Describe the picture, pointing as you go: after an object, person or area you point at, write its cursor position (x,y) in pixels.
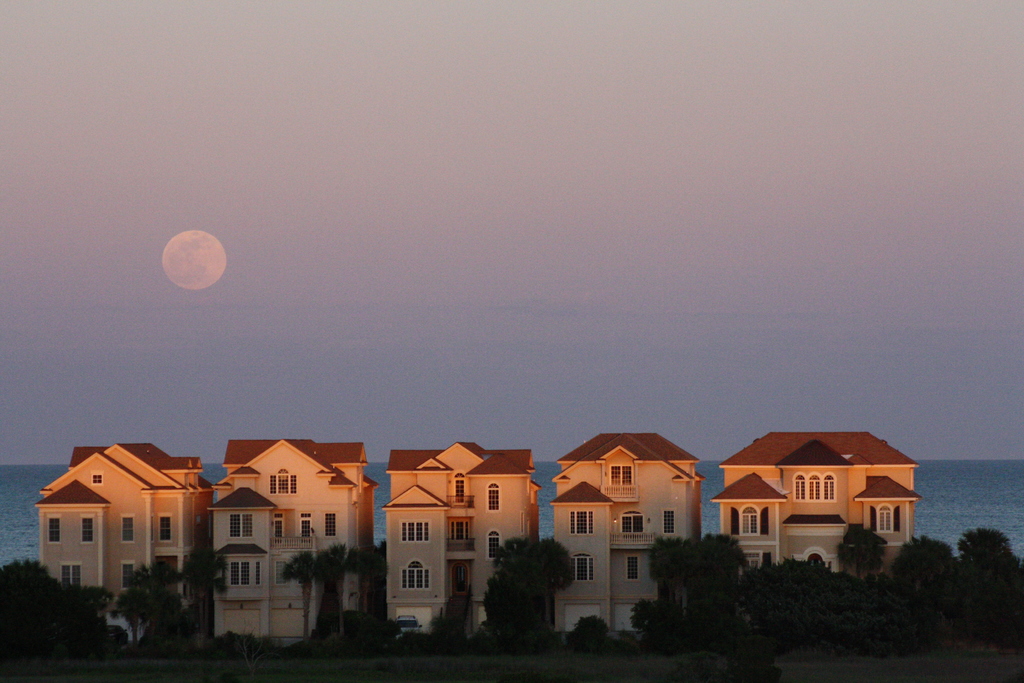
There are five buildings (391,515) with windows (816,496) and doors (421,613). This looks like a car (406,618), which is parked in front of the building (407,605). These are the trees (519,603) and plants (809,599). I think here is the water (968,485) flowing. This is the moon (213,258) in the sky (226,258).
